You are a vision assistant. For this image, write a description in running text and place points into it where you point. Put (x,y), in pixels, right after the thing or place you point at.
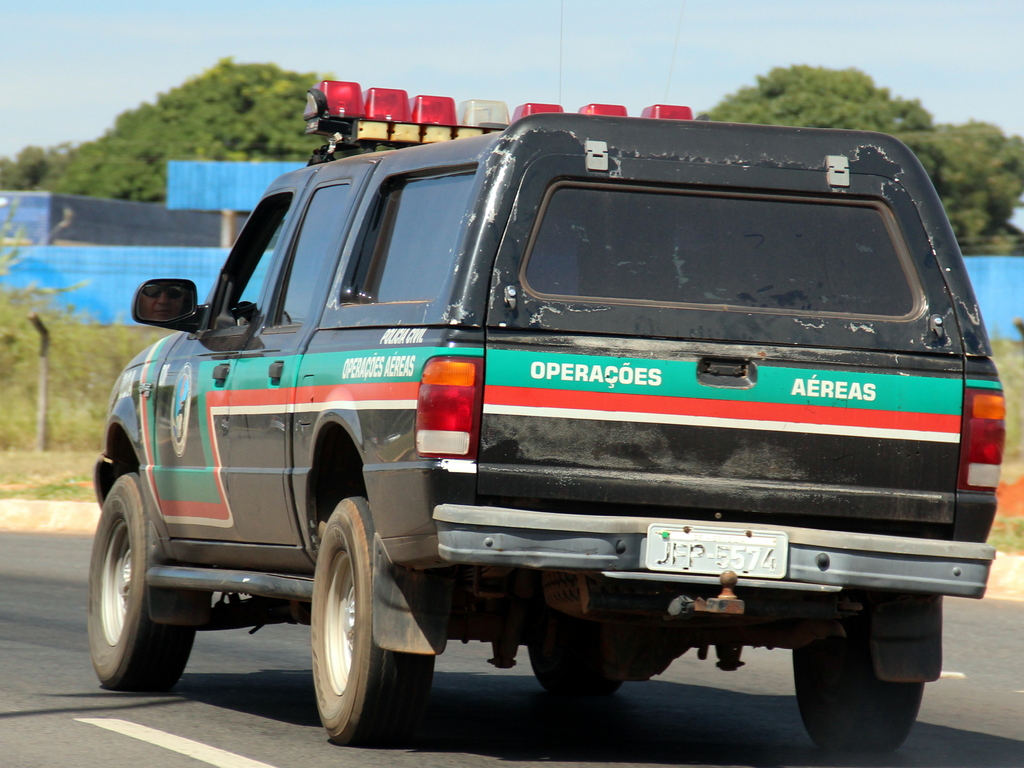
In this image we can see the vehicle (424,294). And we can see the road (800,743). And we can see the pole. And in the background (96,273) can see one shed (222,206). And we can see trees (281,118). And we can see the sky (309,50).
